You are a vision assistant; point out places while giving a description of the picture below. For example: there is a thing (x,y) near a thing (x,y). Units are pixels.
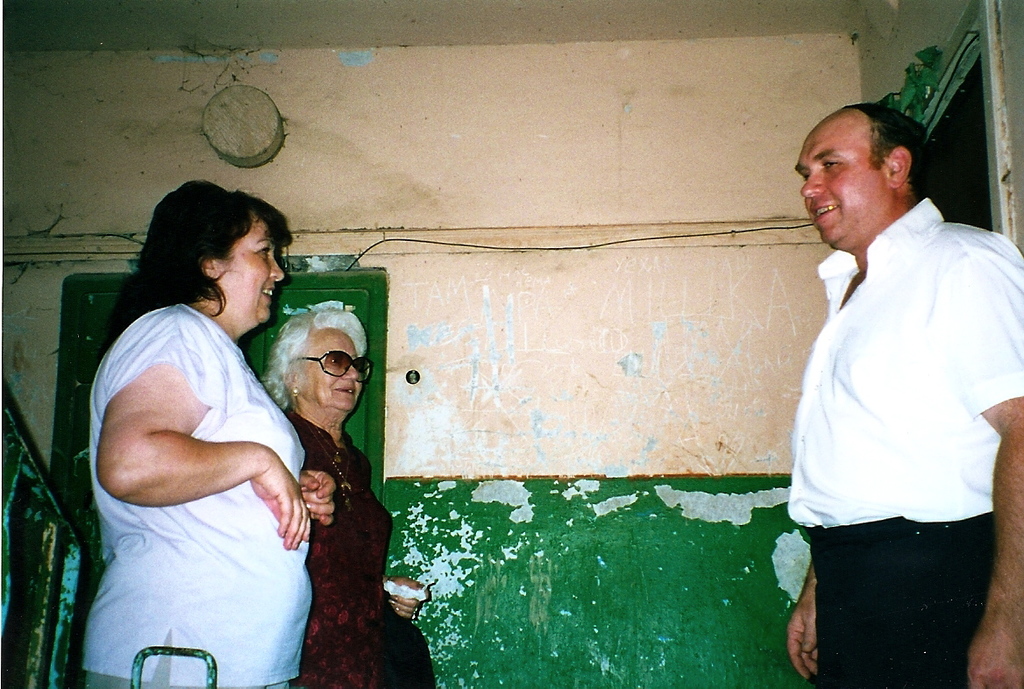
In this image I can see a woman (229,532) wearing white colored dress (219,588), another woman (328,601) wearing maroon colored dress (360,582) and a man (888,456) wearing white and black colored dress (899,485) are standing. In the background (578,301) I can see the cream and green colored wall (569,473).
